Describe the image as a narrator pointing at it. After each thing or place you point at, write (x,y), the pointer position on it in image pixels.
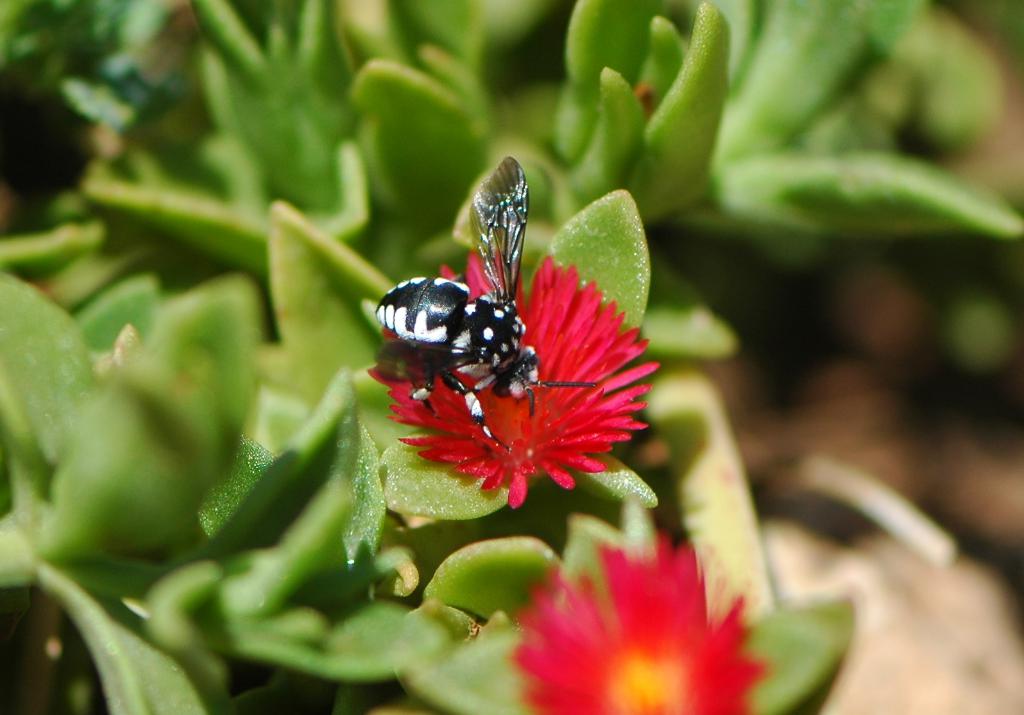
In this image we can see red color flowers (513,477) and a insect (415,394) is there on the flower (397,408). In the background of the image (217,433) we can see leaves (319,344) which are green in color, but it is in a blur.
